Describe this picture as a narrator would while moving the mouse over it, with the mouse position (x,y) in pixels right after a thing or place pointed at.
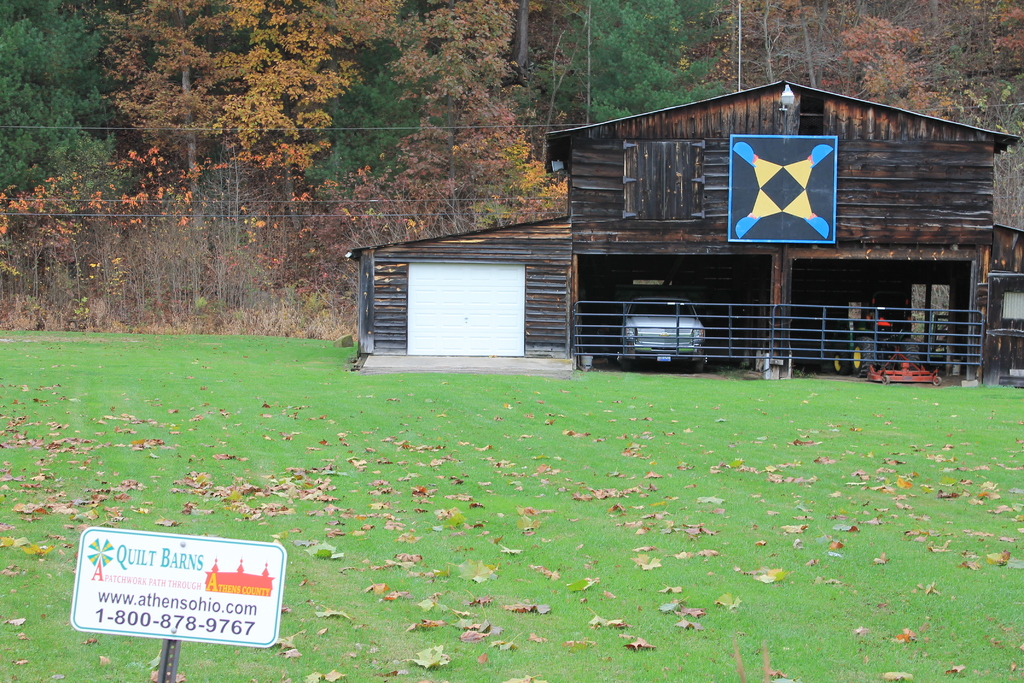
In this image, we can see some trees (294,160). There is a vehicles shed (666,254) on the right side of the image (824,337). There are dry leaves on grass (478,415). There is a board (156,574) in the bottom left of the image (173,583).
